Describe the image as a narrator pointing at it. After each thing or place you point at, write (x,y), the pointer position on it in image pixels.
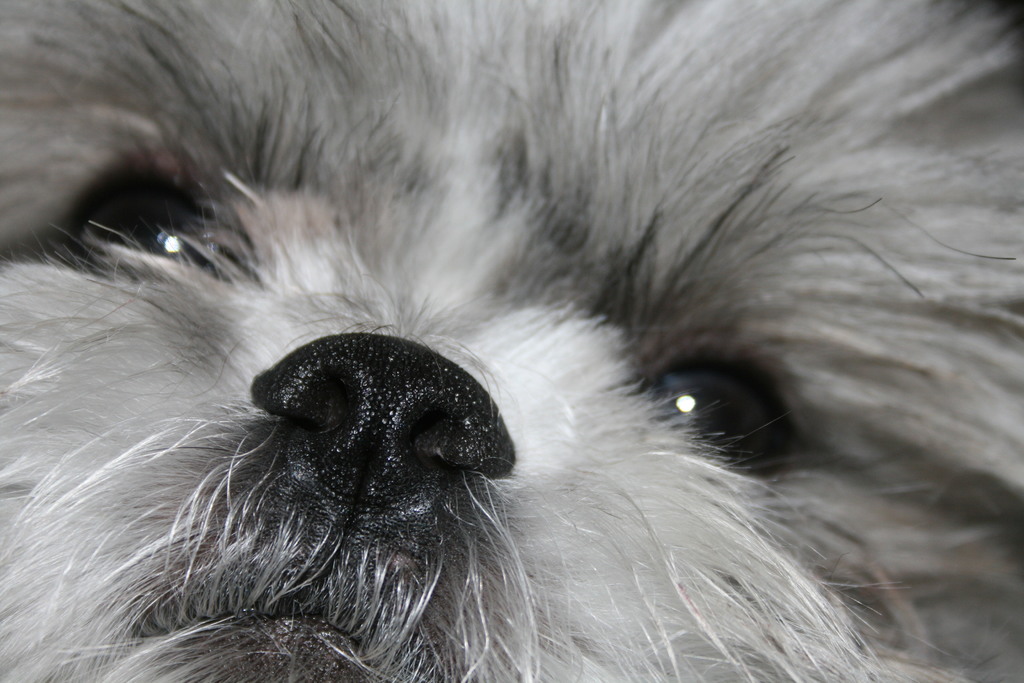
In this image I can see the dog (331,444) which is in black and white color.
